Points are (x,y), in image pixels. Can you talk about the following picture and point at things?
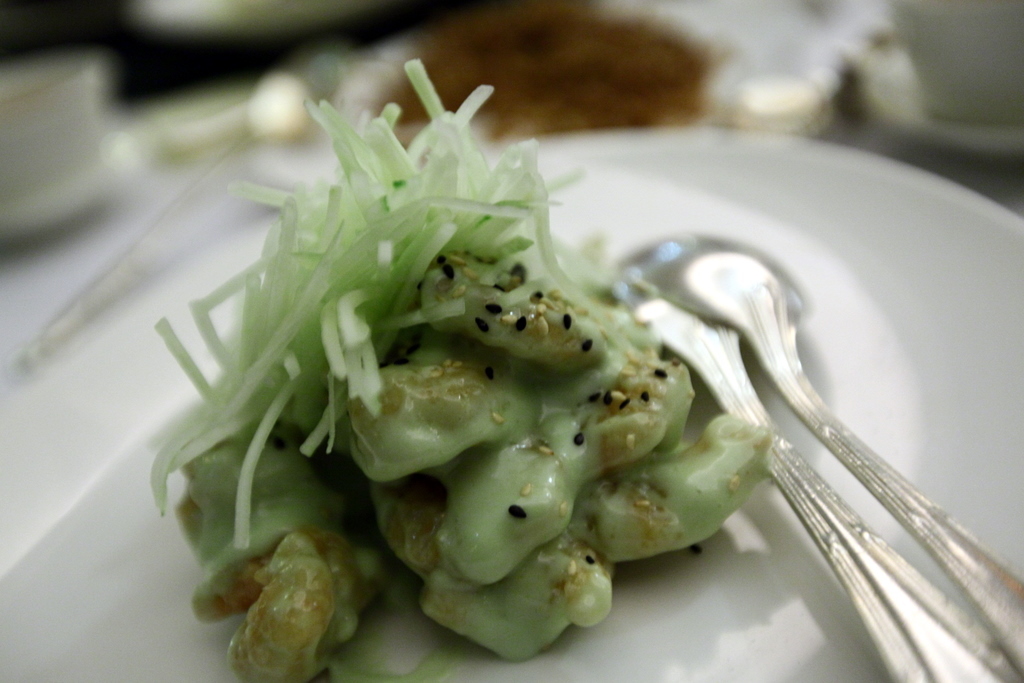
In this image we can see a food item (392,492) is kept on a white color plate (809,444). Here we can see the fork (726,402) and spoon (865,449). The background of the image (490,16) is blurred.
